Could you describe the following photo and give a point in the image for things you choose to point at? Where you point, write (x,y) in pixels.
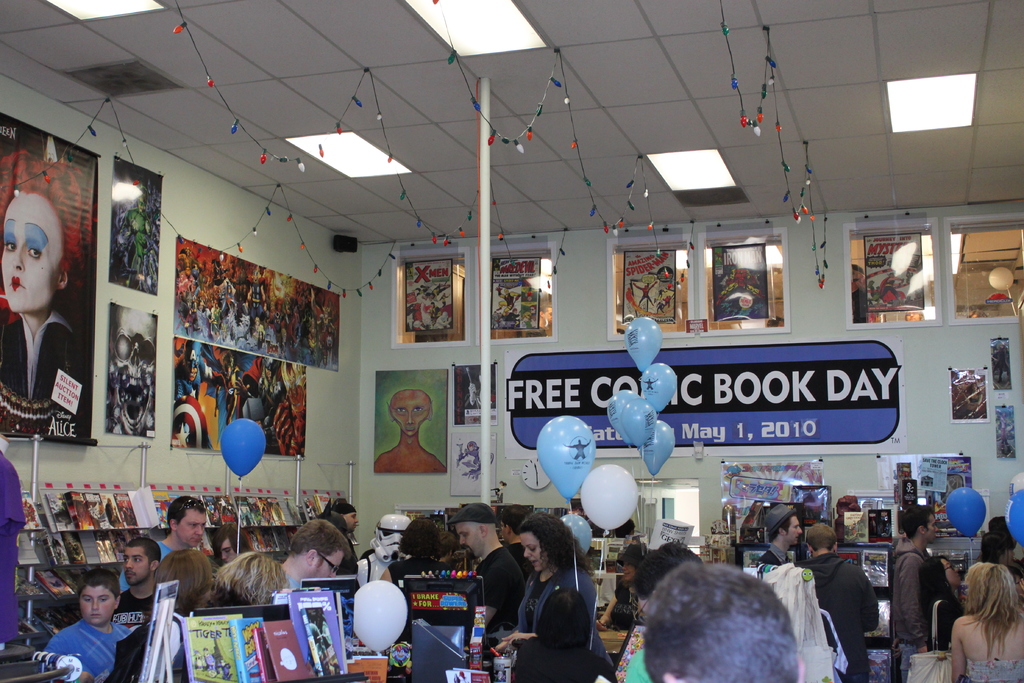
In this image I can see number of persons (741,598) are standing on the floor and in front of them I can see few books (327,610), few balloons (378,620) which are white and blue in color and in the background (838,334) I can see the wall (817,322), few posters (398,439) attached to the wall (875,333), a banner (831,424), the ceiling (604,80) and few lights (720,155) to the ceiling (653,133).
